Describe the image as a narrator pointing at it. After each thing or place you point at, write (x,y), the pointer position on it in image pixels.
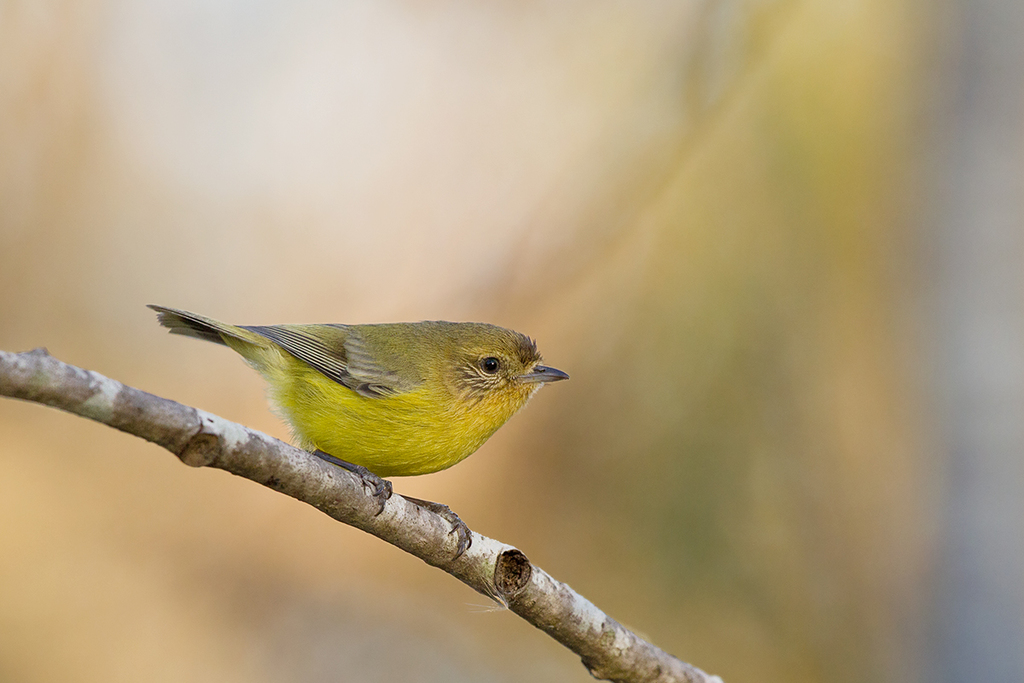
In the image there is a yellow color bird (350,377) standing on branch (668,671) behind it, it's all blur.
